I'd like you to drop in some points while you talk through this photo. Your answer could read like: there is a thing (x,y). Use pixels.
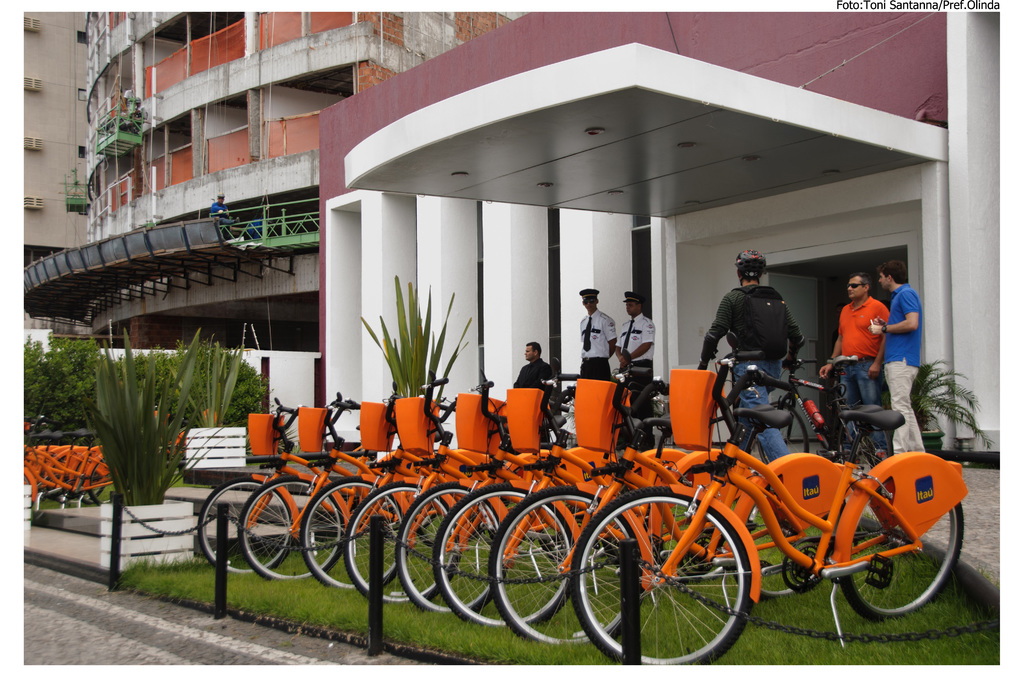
In the center of the image (470,430) we can see cycles (412,502) placed on the grass (280,570). At the bottom of the image (66,628) we can see road (124,628) and fencing (635,599). On the left side of the image (41,401) we can see trees (34,391), plants (117,441), cycles (79,462). In the background (58,91) we can see persons (788,361) and buildings (412,262).
